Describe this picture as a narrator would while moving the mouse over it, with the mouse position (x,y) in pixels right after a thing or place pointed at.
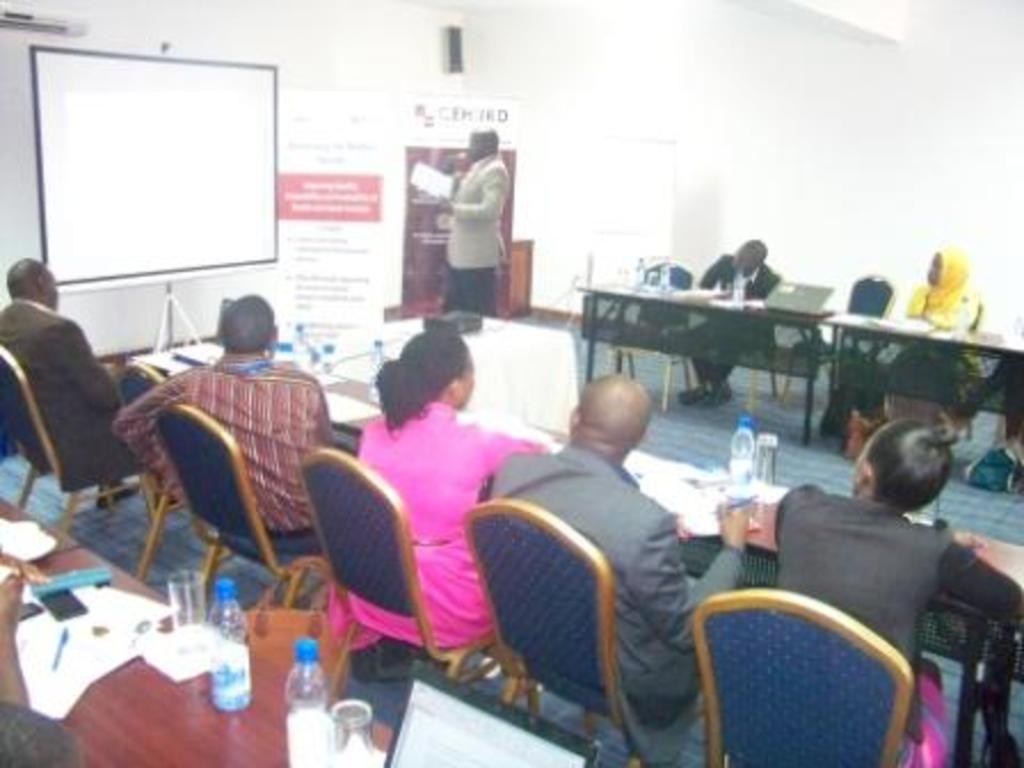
In the picture I can see these are people (608,477) sitting on the chairs (760,611) near the table (277,715) where water bottles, glasses (364,728), laptops (413,761), papers (196,669) and a few more things (193,659) are placed. Here we can see this person (460,190) is standing, we can see projector screen (226,237), banners (281,194) and the wall (617,113) in the background (244,209).
